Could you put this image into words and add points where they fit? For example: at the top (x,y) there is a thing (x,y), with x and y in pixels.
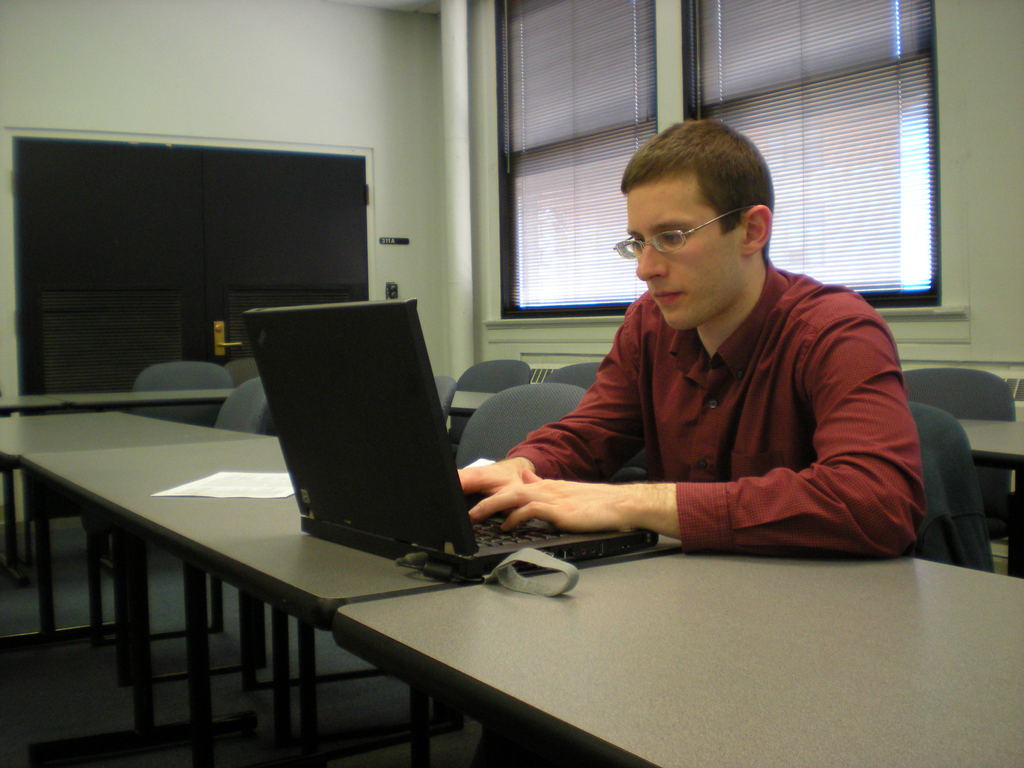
This picture is clicked inside the room (317,45). Man (653,490) in maroon shirt (729,447) is sitting on the chair (933,462). He is operating a laptop (395,473) which is placed on grey table (341,593). We even see a piece of paper (196,492) on grey table (184,479). Beside that, we see a door (150,262) and beside that, we see a pole (457,316). Behind this man (574,409), we see many chair (965,387). Beside the chair (918,381), we see window (691,87).
